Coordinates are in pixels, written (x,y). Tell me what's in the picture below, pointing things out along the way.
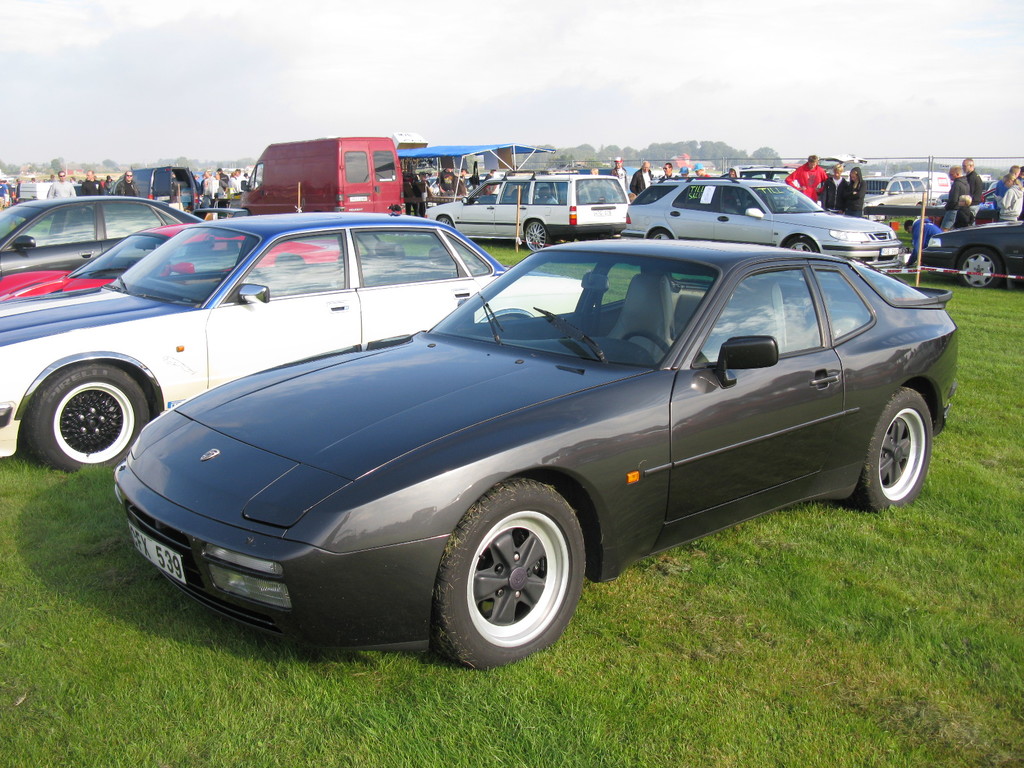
In the image there are many vehicles (324,620) on the ground (820,624). And also there is grass (820,624) on the ground (820,624). In the background (931,235) there are many people (950,216) and poles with wires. And also there is a tent (483,151) and many other things (929,182) in the background (475,150). At the top of the image (439,111) there is sky (604,110) with clouds (293,97).
